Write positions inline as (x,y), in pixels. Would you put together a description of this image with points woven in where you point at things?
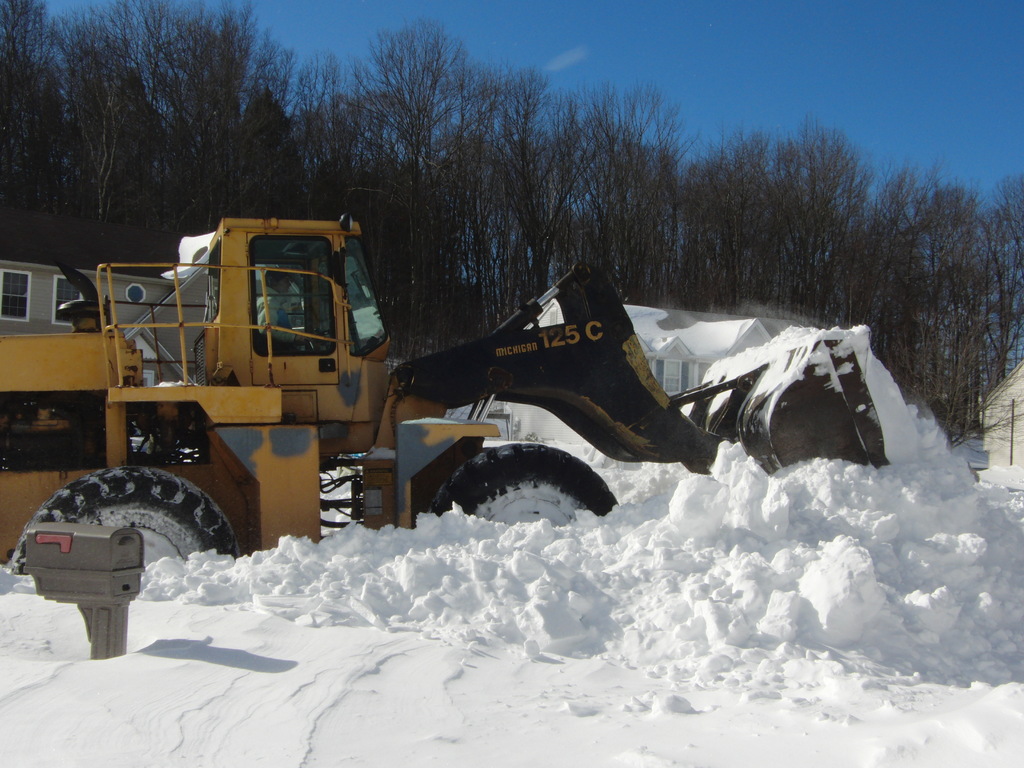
In this picture we can observe yellow color bulldozer (316,391) on the snow (334,578). We can observe some snow (400,634) on the land (846,652). In the background (747,322) there is a house (729,336). We can observe some trees (560,154) and a sky (790,111).
